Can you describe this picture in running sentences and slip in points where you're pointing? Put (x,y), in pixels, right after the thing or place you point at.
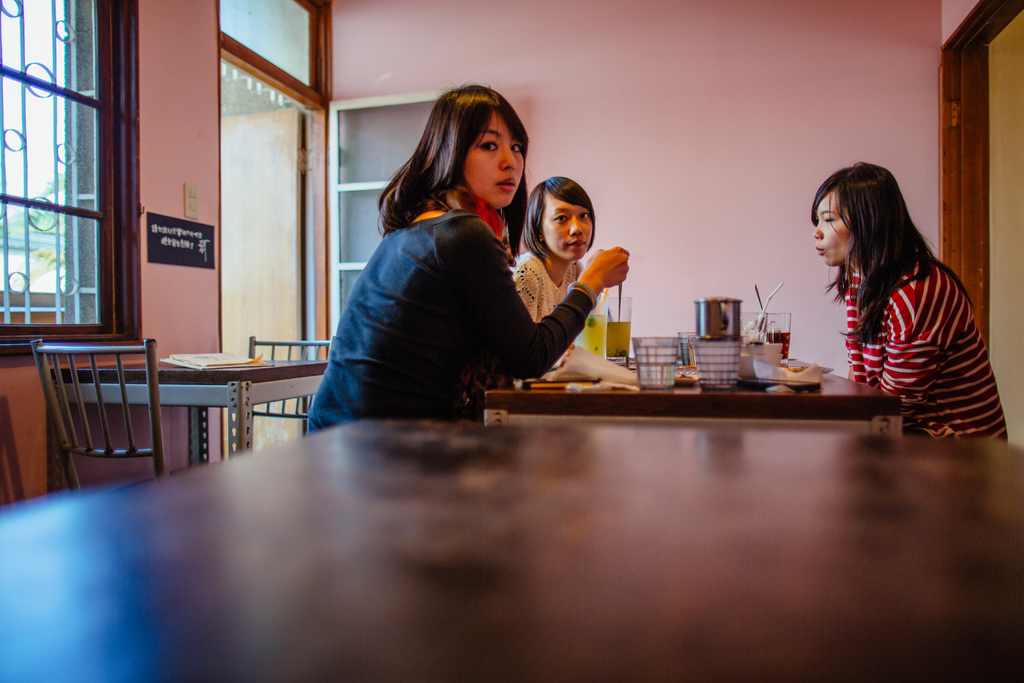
In the image we can see there are women (971,307) who are sitting on chair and on the table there are glasses (657,376).
